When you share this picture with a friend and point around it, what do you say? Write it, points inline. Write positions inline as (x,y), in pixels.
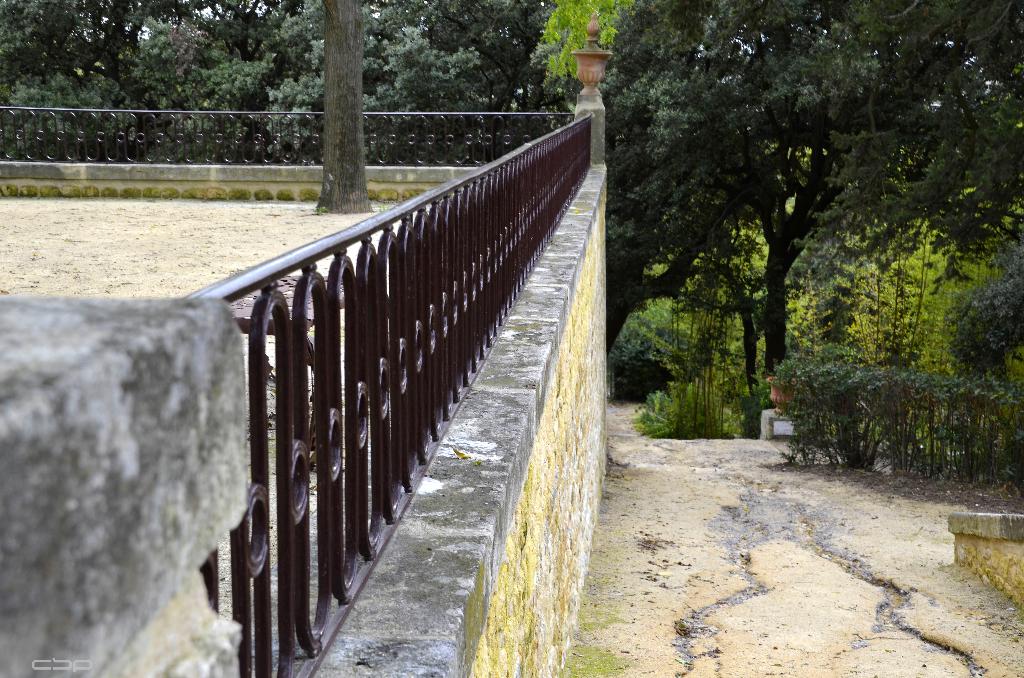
On the left side of the image (315,294) we can see wall (509,464), fencing (328,341), sand (68,285) and tree (322,190). In the background (977,447) we can see plants (793,404) and trees (557,26).
